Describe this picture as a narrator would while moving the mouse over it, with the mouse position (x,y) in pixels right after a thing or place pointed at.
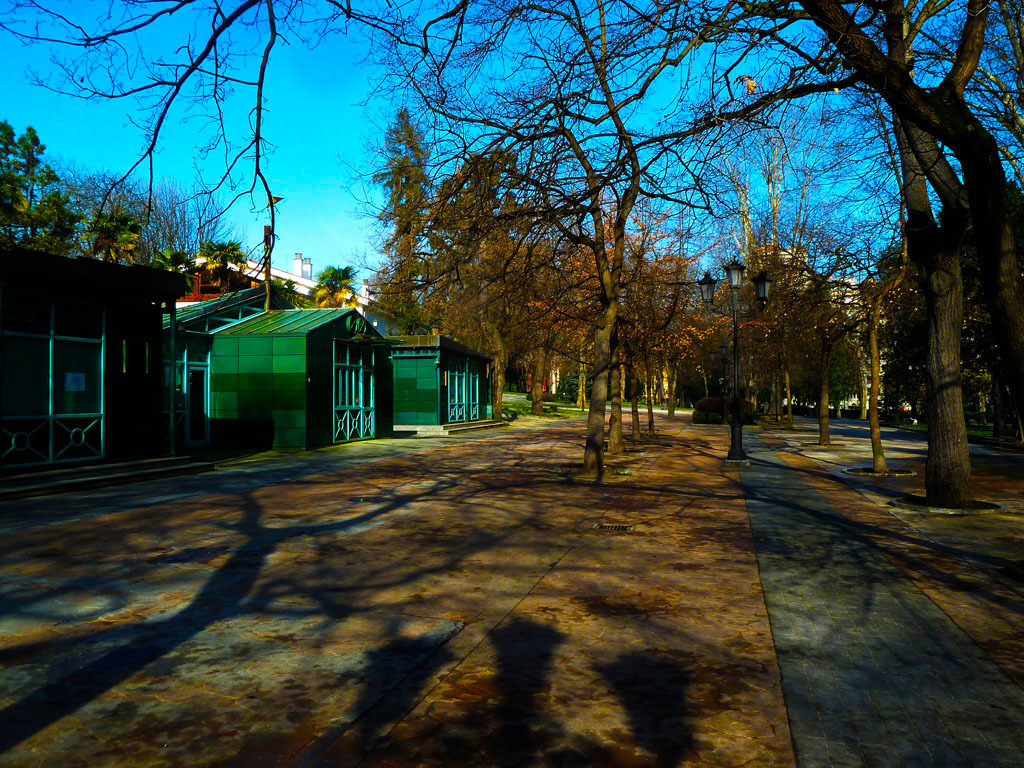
Here we can see houses (285,396), trees (662,383), plants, pole (741,448), and lights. In the background (381,190) there is sky (383,150).
